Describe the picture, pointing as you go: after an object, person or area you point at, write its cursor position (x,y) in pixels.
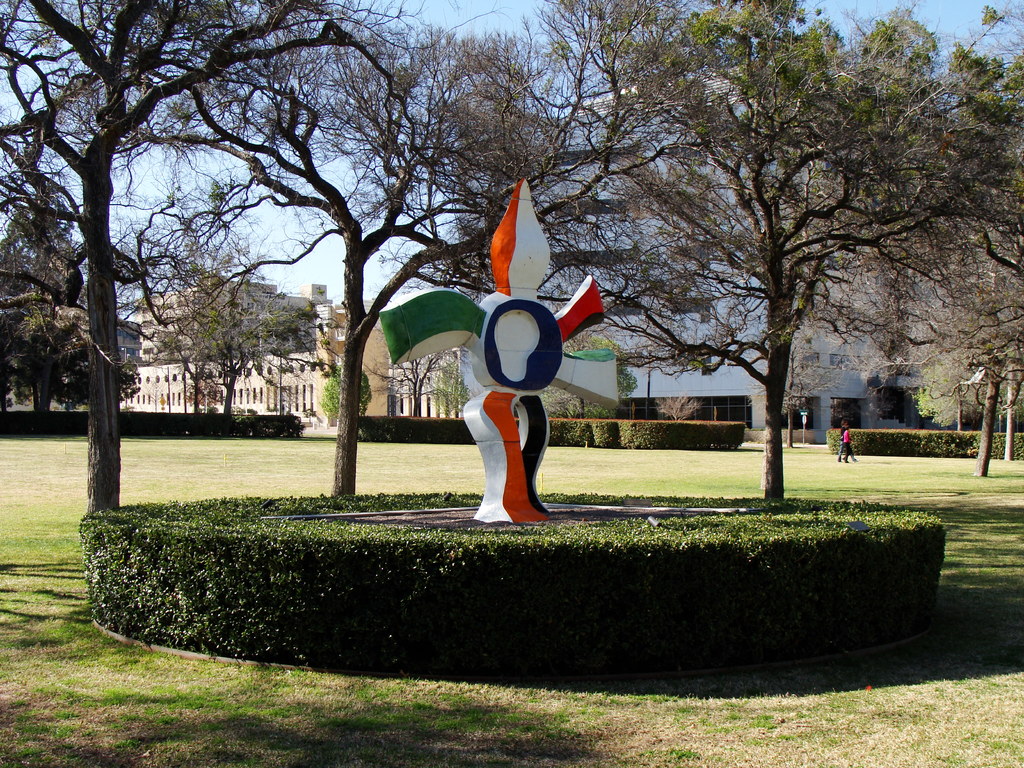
In the image there is a garden (472,453) and in the foreground (496,360) there is a sculpture (543,249), around the garden (138,475) there are trees (775,460) and plants (223,424). In the background (367,404) there are buildings (369,304).
